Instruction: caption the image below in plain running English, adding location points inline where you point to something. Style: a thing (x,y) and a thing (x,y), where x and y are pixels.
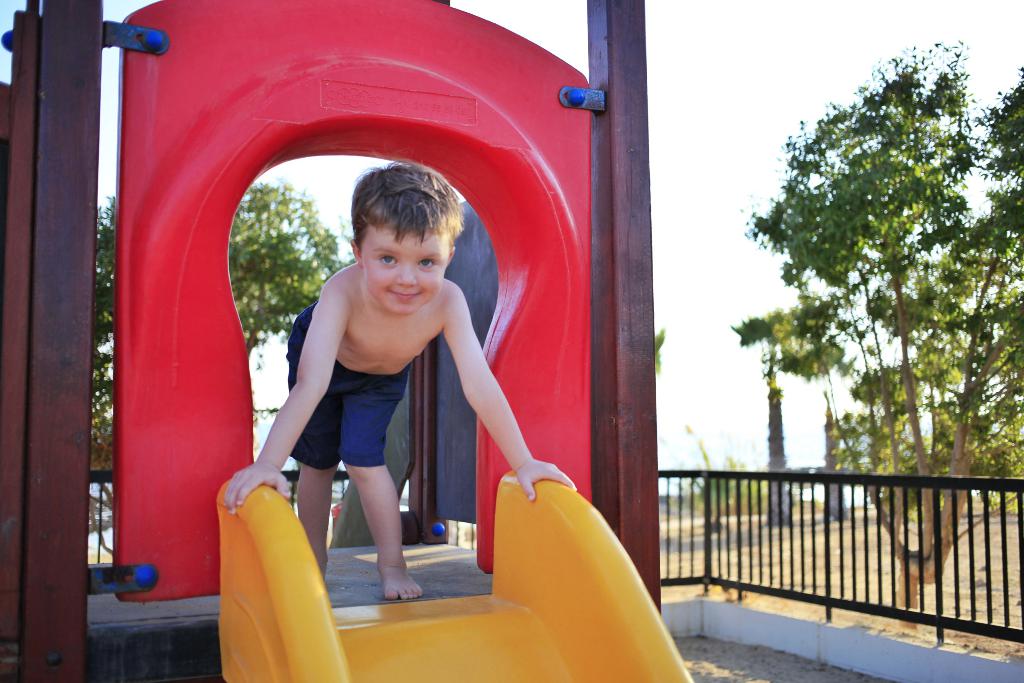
In this image I can see a park's ride (166,443) in the front (229,641) and on it I can see a boy (384,401), I can see he is wearing shorts (371,413). In the background (727,490) I can see railing (784,479) and number of trees (991,276).
